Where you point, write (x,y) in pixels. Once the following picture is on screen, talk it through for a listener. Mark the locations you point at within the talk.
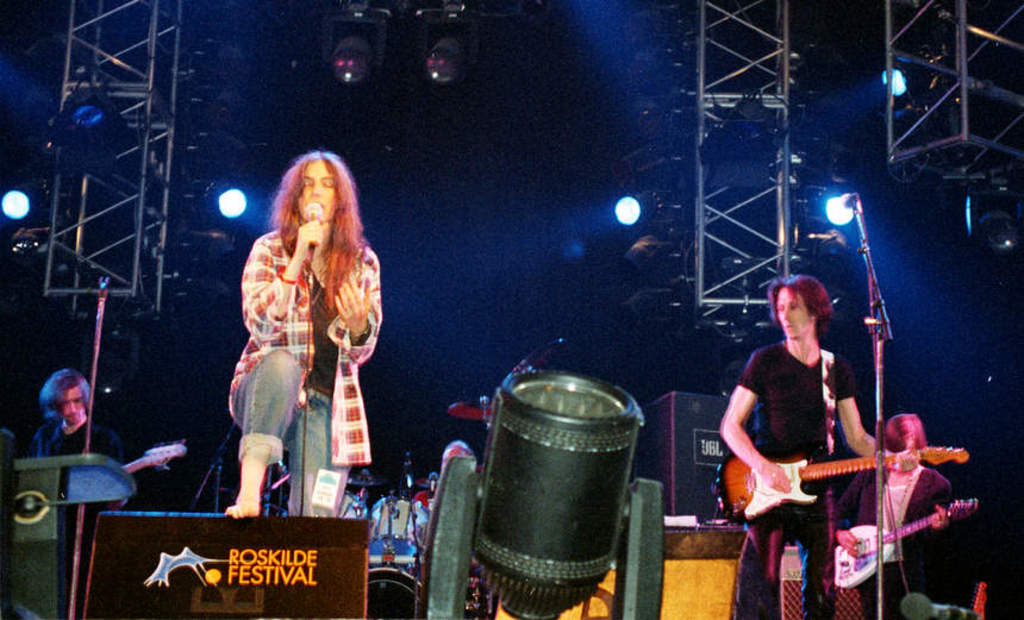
This image is taken in a concert. In the left side of a image there is a man (63,407) standing behind podium (51,482) holding a guitar (79,480) and there were lights (15,211) with a stand (160,149). In the right side of the image (825,331) two people (779,393) were standing holding a guitar (915,525) to play music and there is a speaker box (696,486). In the middle of the image (352,315) there is a person (314,475) standing and singing with the mic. There were drums (417,515) at the back of the person (309,457).
